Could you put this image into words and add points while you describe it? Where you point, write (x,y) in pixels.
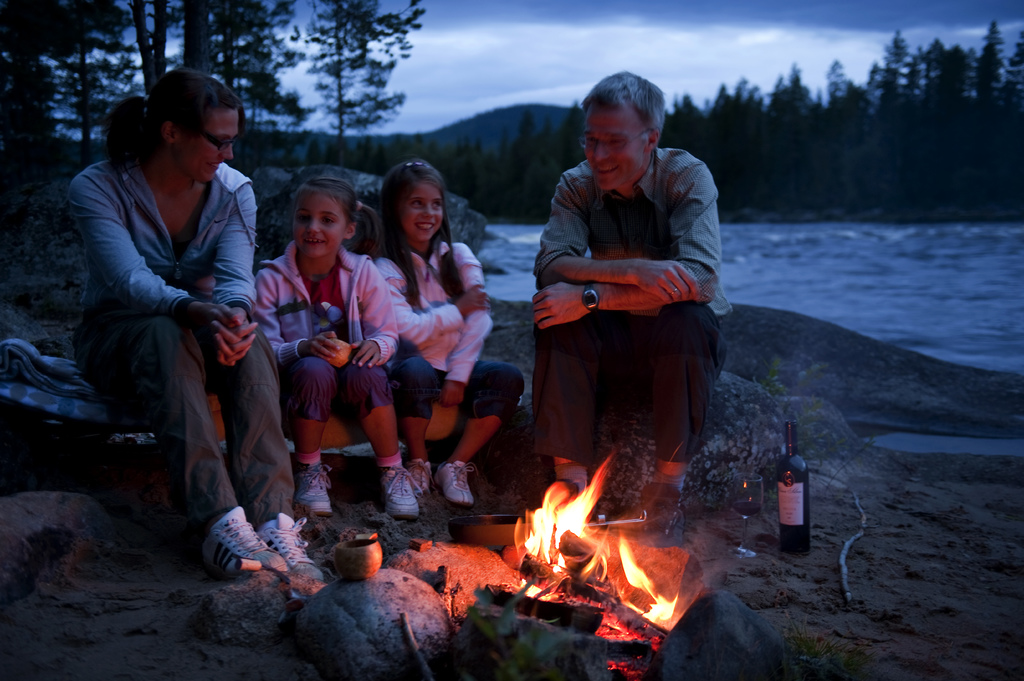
In the image we can see a man (649,323), a woman (177,339) and two children (320,340) sitting, they are wearing clothes (277,359), shoes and two of them are wearing spectacles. Here we can see the flame (570,516), stones (323,603), the bottle (801,518) and the wine glass (734,493). Here we can see water (827,278), trees (490,164) and the sky (569,60).
